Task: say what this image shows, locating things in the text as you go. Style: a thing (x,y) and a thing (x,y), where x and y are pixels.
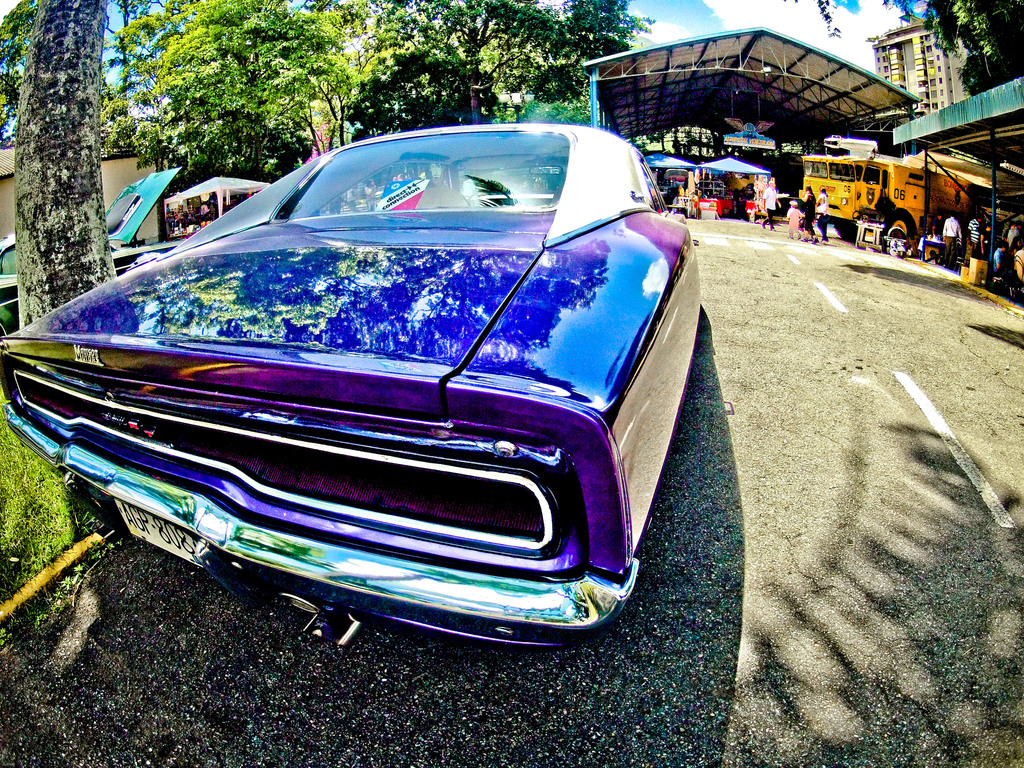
In this image in the foreground (393,460) there is one car (418,342), and in the background (892,216) there are some vehicles (864,203), shelter (852,103), building (932,88), trees (166,146) and some other objects (732,163). At the bottom (656,540) there is road (726,423).
